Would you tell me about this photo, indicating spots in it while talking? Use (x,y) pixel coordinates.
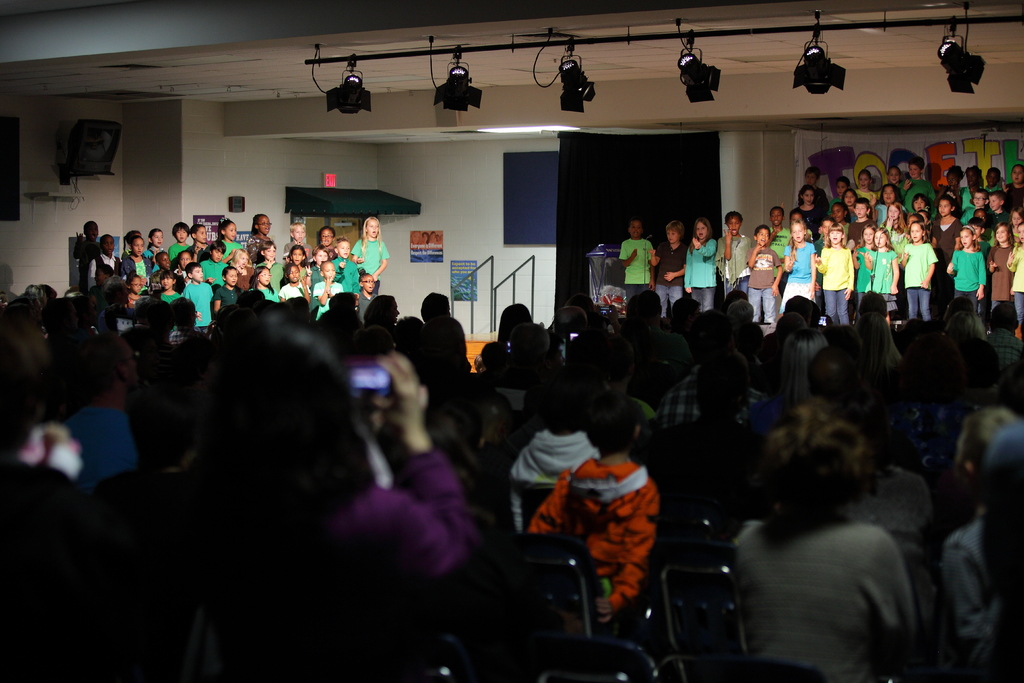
In this picture I can observe some people (604,461) in the middle of the picture (568,436). In the background (199,275) I can observe some children (337,262). There are boys (640,250) and girls (823,279) in this picture. Most of them are wearing green color T shirts (369,271).
